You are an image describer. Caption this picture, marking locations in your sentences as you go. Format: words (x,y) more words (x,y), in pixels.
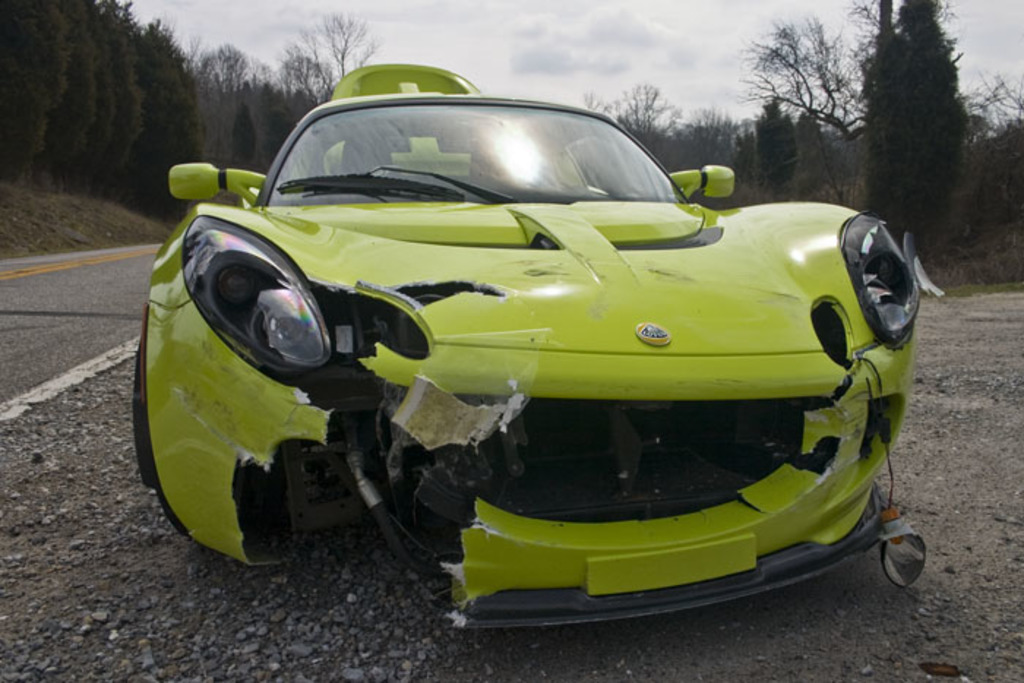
In this image there is a car (363,202) on the road (87,314). We can see that the front part (621,325) of the car (401,365) is fully damaged. In the background (189,66) there are trees (875,82).
